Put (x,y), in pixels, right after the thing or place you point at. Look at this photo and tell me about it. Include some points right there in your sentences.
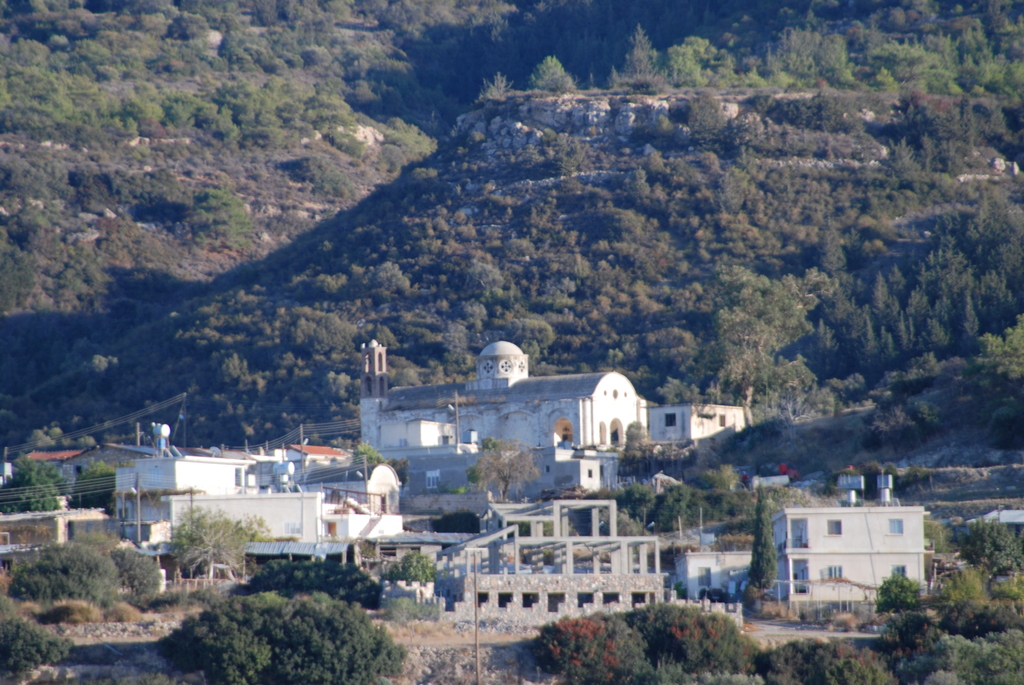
In this image in the front (614,640) there are trees (611,624) in the center (479,422) there are buildings (435,485). In the background (562,197) there are trees (996,253) and plants (884,165).
